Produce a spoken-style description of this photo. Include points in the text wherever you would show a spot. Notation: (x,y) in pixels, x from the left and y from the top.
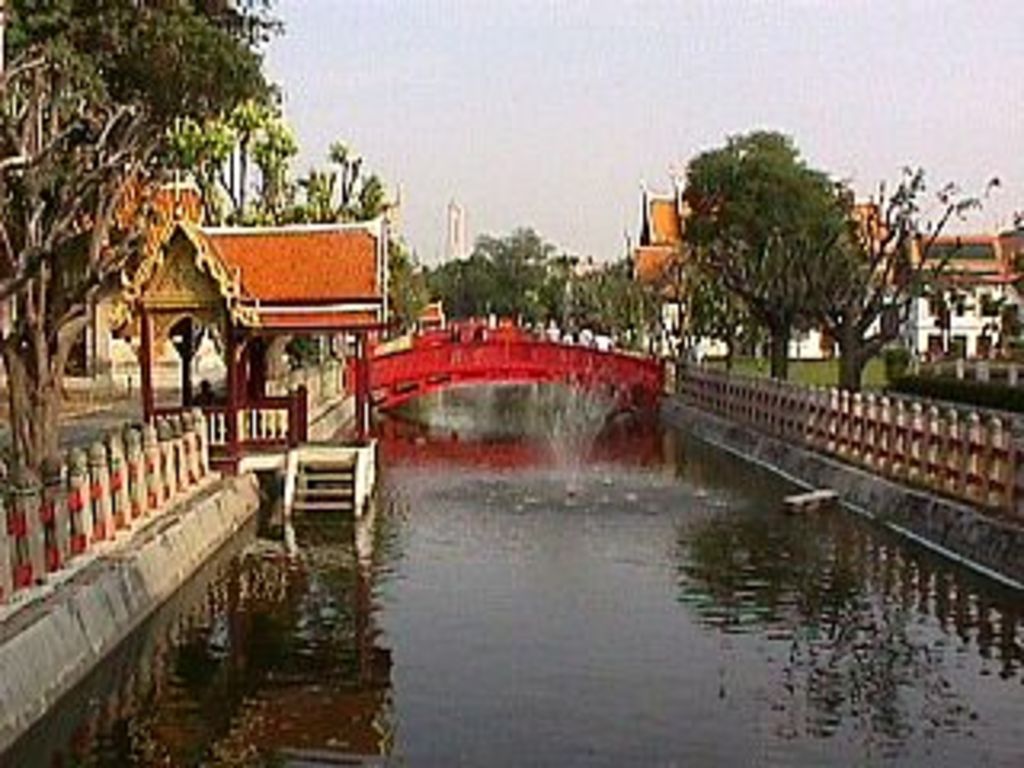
In the picture we can see the sky (895,214), trees (72,129), water (782,664), bridge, railings (968,465) and the houses (291,244).
